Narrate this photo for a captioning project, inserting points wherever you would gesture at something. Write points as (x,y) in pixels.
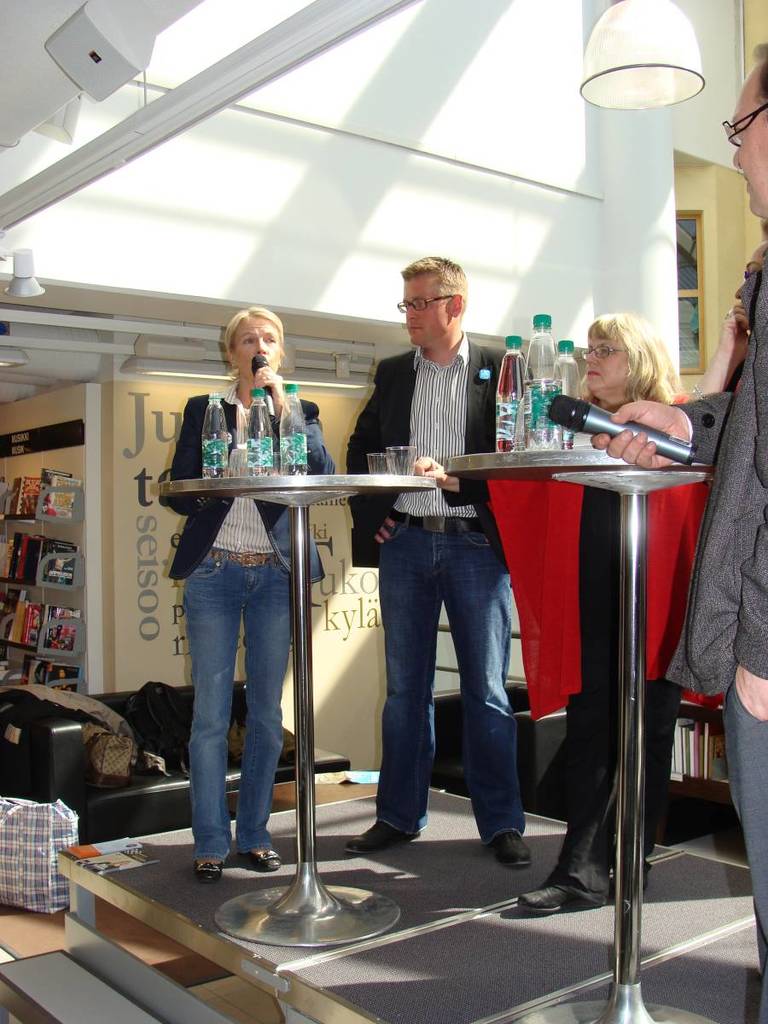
In this picture there is a man (464,287) who is wearing spectacle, blazer (391,375), shirt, jeans (432,619) and shoe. Beside him we can see a woman (218,802) who is wearing blazer (225,506), shirt (222,528), jeans (208,698) and shoes (221,869). She is holding the mic (260,362). On the table (480,456) we can see water bottles (249,448) and glass (380,461). On the right (689,604) we can see another man (737,785) who is holding a mic (598,424). Beside him we can see a woman (581,874) who is standing near to the red cloth (652,537). On the top right (683,88) there is a light (675,55). On the left (3,497) we can see the books (65,670) in wooden rack (37,521).
